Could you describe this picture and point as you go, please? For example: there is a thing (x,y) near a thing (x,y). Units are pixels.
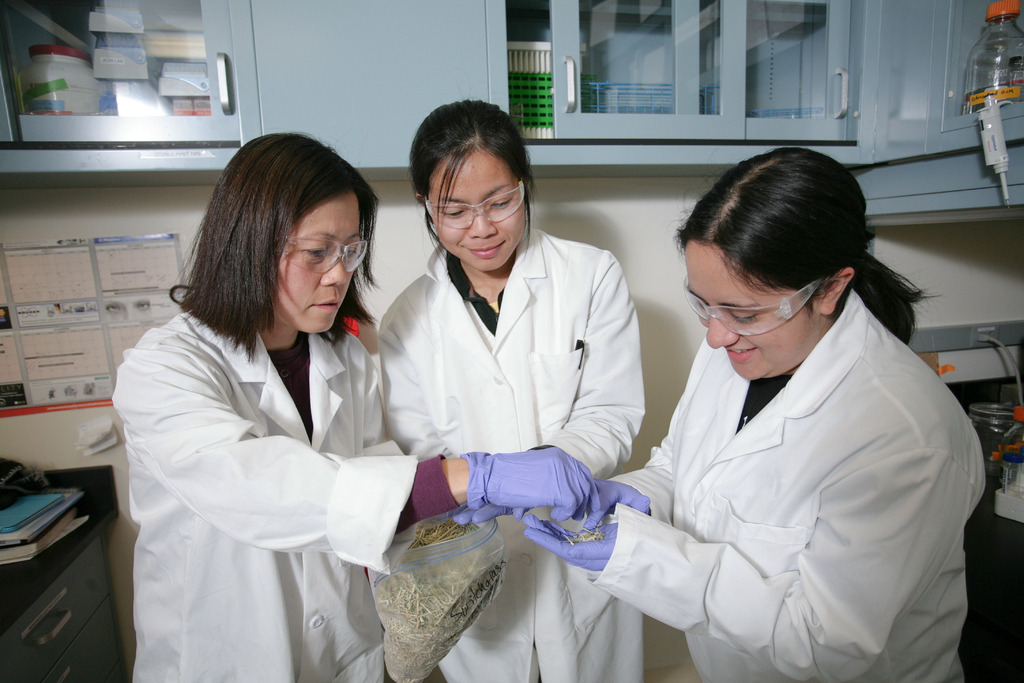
In this image we can see there are three persons (434,381) standing and holding a cover (419,572) with some dried plant material (434,622). And at the back (333,97) we can see the cupboard (707,93), in that there are bottles (988,59), basket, box (179,71) and few objects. There is the paper (88,293) attached to the wall (124,507). And at the bottom (61,628) there is the table (80,633) with drawers (91,648). On the table (80,506) there are books (70,514).
